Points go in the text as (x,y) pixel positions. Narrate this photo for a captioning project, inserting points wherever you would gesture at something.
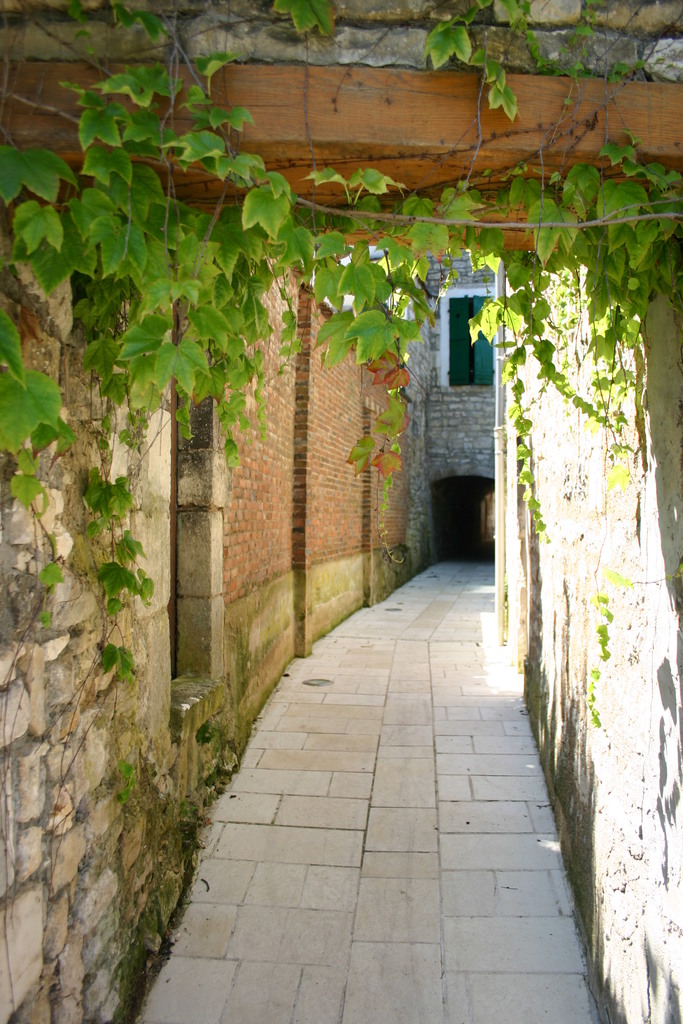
In this image we can see walls (429,444), window (475,353), pathway (392,824) and leaves (237,275).
